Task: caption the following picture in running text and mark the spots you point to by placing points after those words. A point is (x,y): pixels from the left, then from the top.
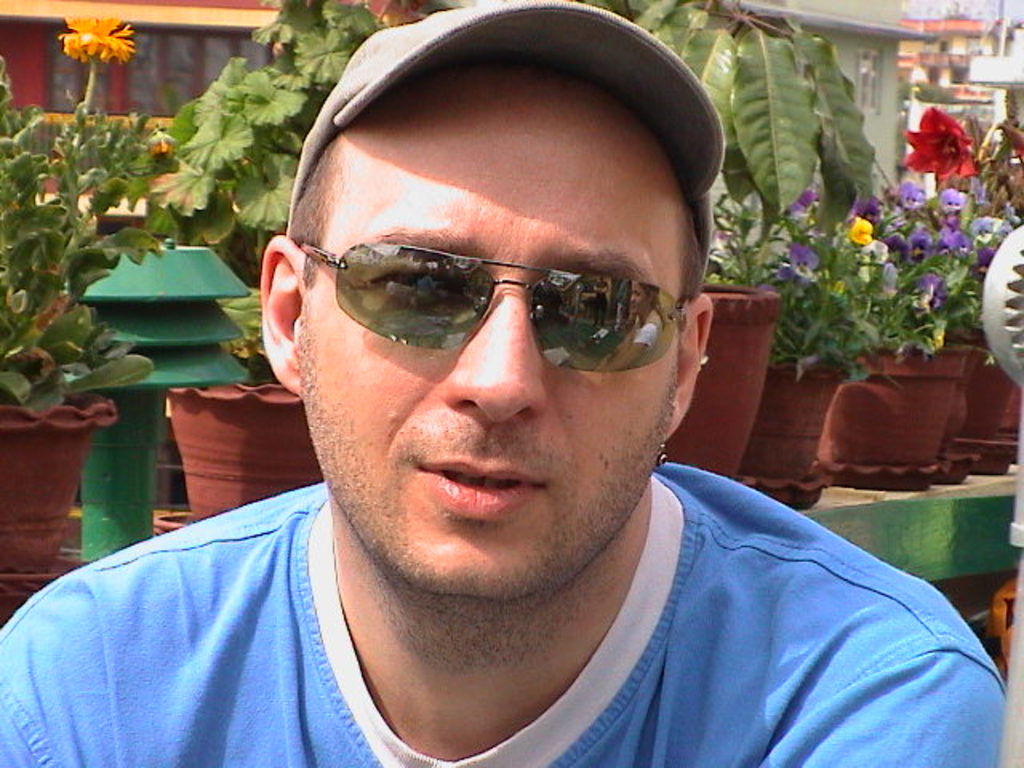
There is a person (476,448) wearing goggles (439,309) and cap (427,71). In the back (168,396) there are pots (819,391) with flowering plants (853,244). In the background (845,59) there are many buildings (864,15).
